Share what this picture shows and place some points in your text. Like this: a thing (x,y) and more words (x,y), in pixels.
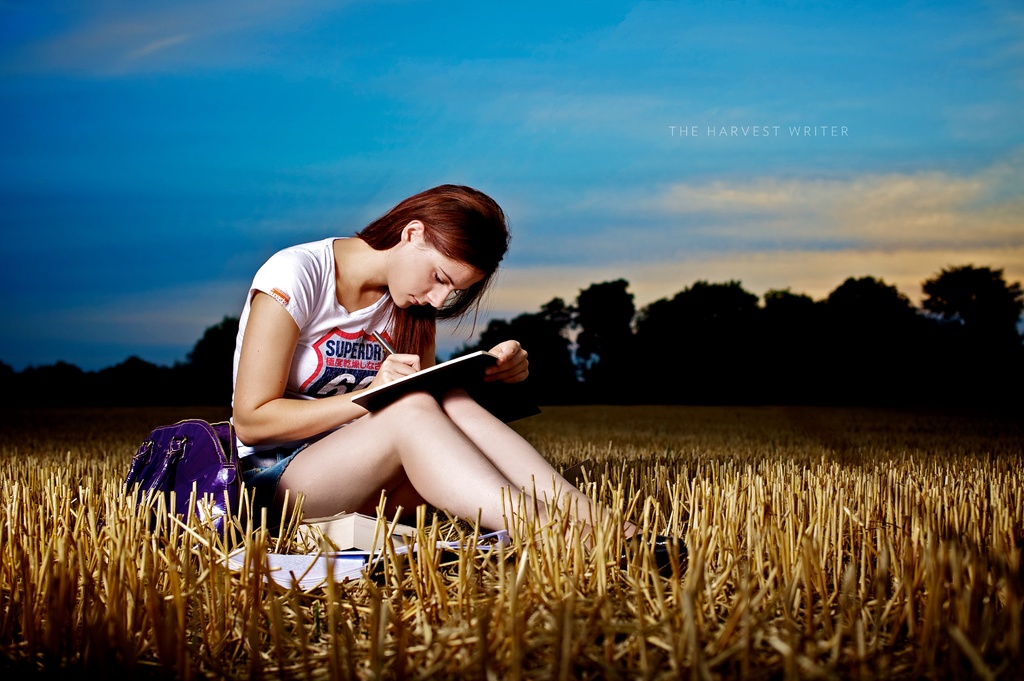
In the center of the image (380,339) we can see one woman (309,404) is sitting and she is writing something on the book (436,372). And we can see one handbag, books (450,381) and grass (533,566). In the background (469,50), we can see the sky (443,41), clouds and trees (584,311). On the right side of the image (770,137), we can see some text (823,131).
